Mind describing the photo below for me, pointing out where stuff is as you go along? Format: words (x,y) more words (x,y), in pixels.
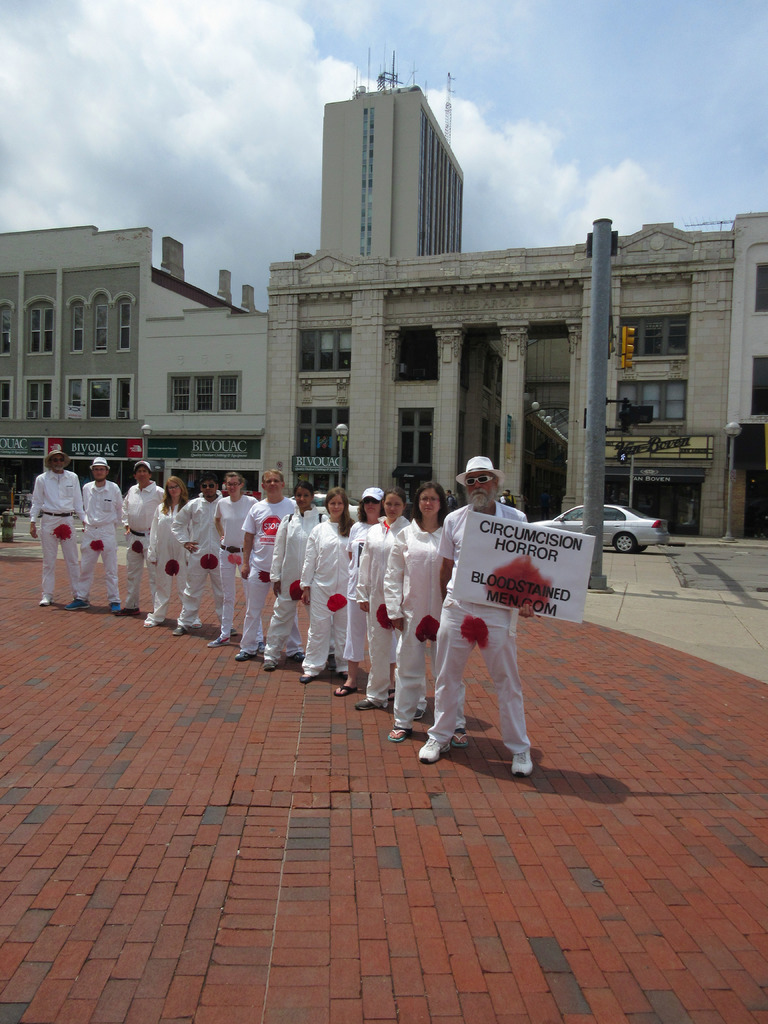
In this picture we can see a group of people (236,542) standing on the ground (272,907) and a man (496,478) holding a poster (551,562) with his hand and at the back of them we can see vehicles (651,527) on the road (679,555), buildings (231,351) with windows (48,388), name boards (200,441) and some objects (606,351) and in the background (260,86) we can see the sky (579,122) with clouds (83,173).
